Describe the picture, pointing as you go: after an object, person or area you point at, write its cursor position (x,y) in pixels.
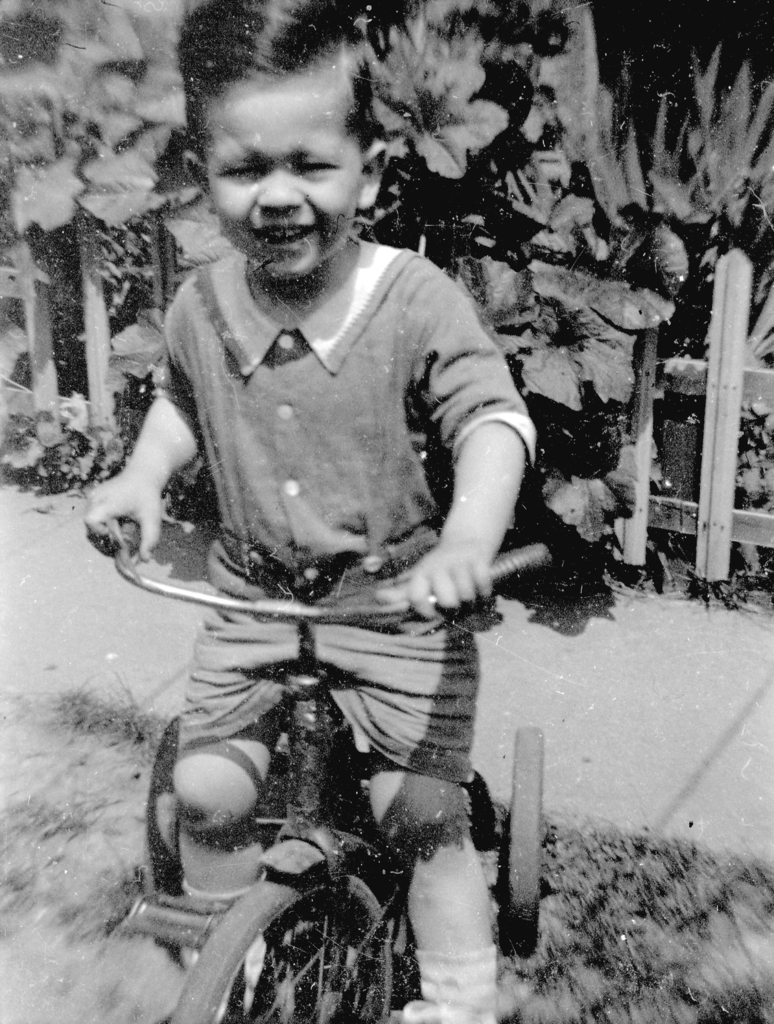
In this black and white picture there is a kid (307,246) sitting on a cycle (368,877). Behind kid (374,534) there is fence (52,338). Behind there are few plants (514,287).
